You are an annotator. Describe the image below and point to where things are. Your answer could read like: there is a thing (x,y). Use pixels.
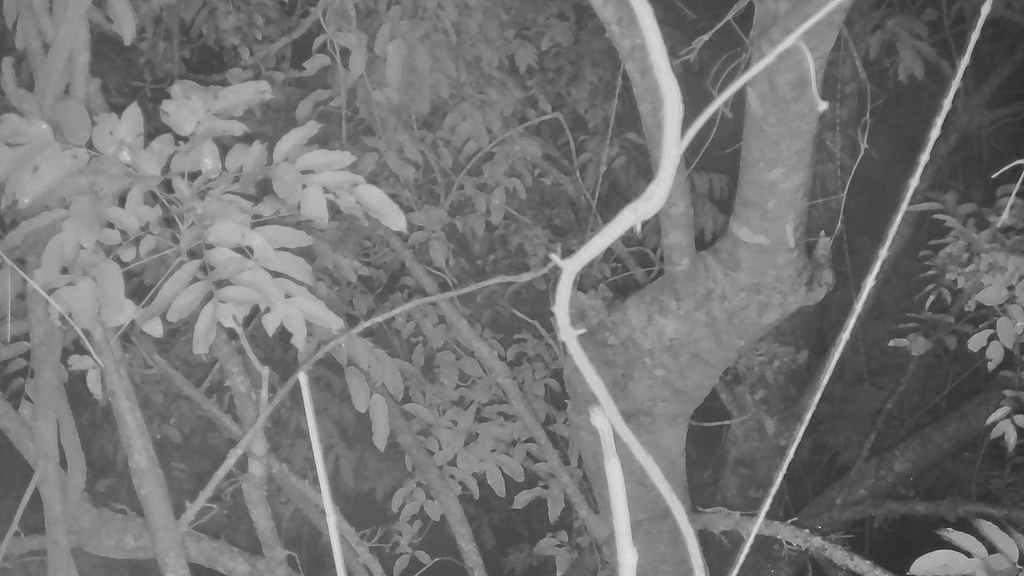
This image is a black and white image. This image is taken outdoors. In this image there are a few trees (525,341) and plants (363,277).
